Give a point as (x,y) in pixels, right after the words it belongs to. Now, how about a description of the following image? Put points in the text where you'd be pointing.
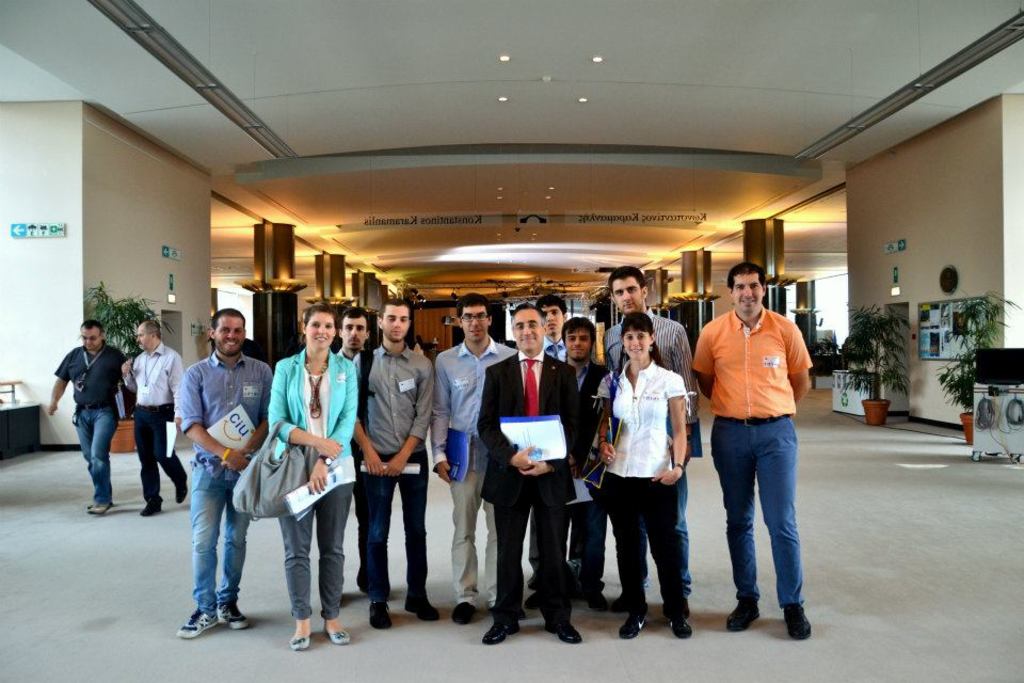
In this image there are people (603,560) standing, holding file (520,425) in their hands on a floor (953,586), in the background (144,453) there are people (163,426) walking and there are walls (201,314), plants (886,348), at the top (283,44) there is a ceiling (792,60) for that ceiling (556,239) there are lights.
